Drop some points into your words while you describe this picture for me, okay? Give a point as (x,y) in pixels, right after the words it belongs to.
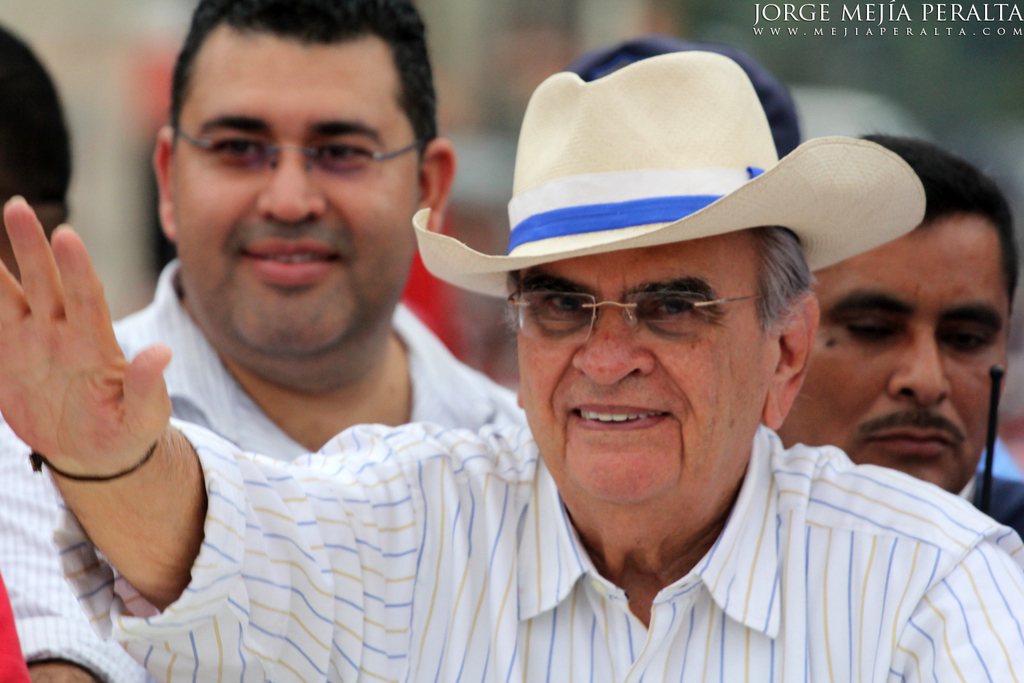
There is a group of persons (564,385) standing as we can see in the middle of this image (619,283). The person (655,443) standing at the bottom (654,577) is wearing a white color cap (676,180). There is some text (860,19) at the top right corner of this image (857,24).
